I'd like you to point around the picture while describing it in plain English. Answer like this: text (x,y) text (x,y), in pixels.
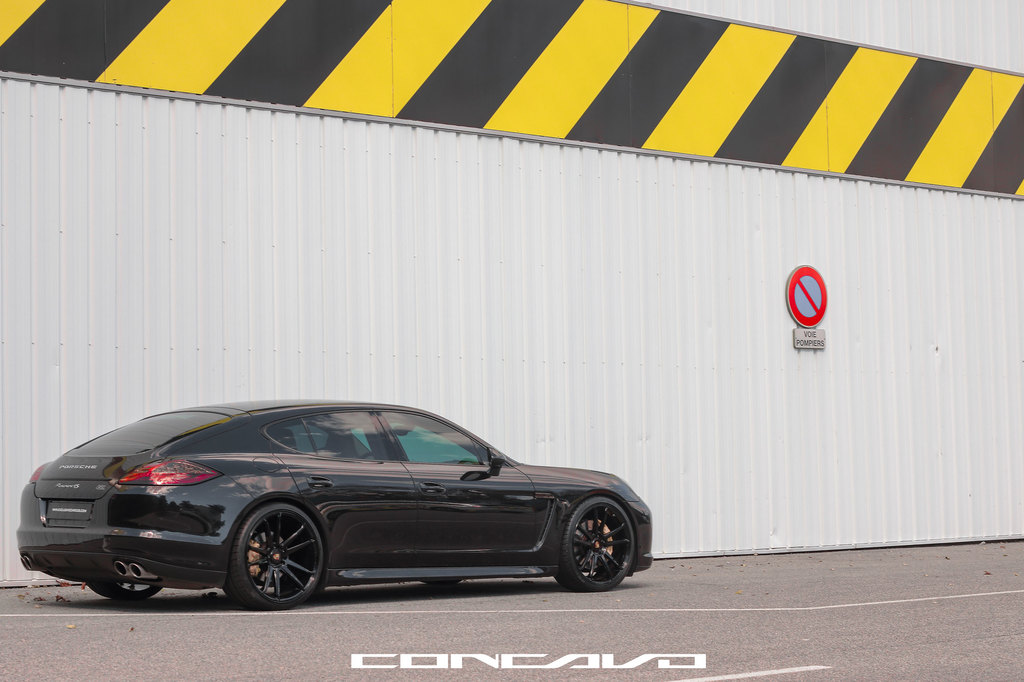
In this picture there is a car (42,572) on the left side of the image (177,557), which is black in color and there is a wall (434,282) in the center of the image (505,282).
